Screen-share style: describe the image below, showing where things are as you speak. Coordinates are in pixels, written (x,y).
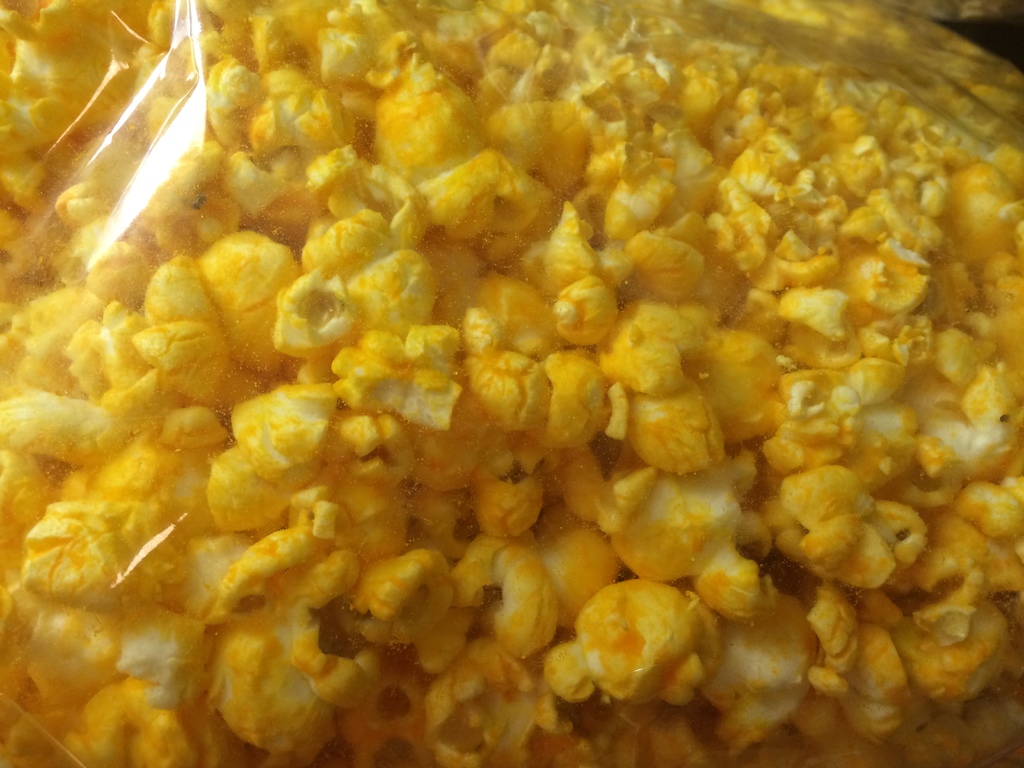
In this image, I can see the popcorn (851,333), which is packed in a plastic cover (949,88).
